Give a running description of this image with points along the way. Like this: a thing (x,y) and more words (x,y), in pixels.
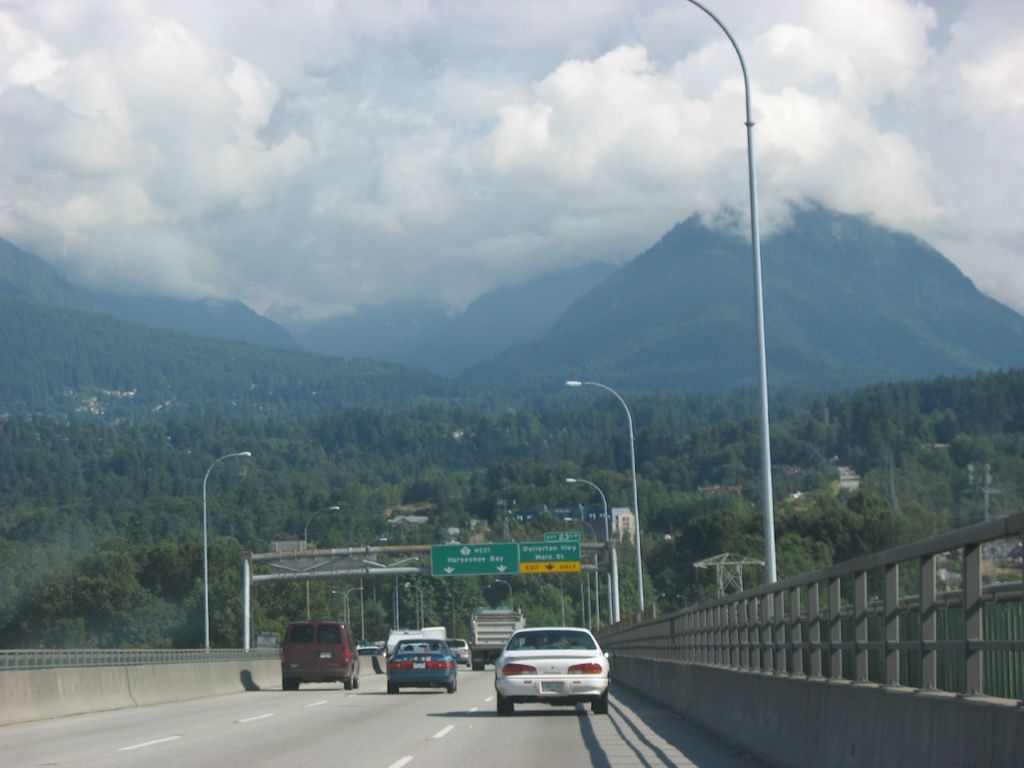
In this image there is a road (420,731) and we can see vehicles (525,668) on the road (492,690). There are sign boards (496,560) and we can see poles (582,578). In the background (451,482) there are trees (807,569), hills (729,264) and sky (341,114).
